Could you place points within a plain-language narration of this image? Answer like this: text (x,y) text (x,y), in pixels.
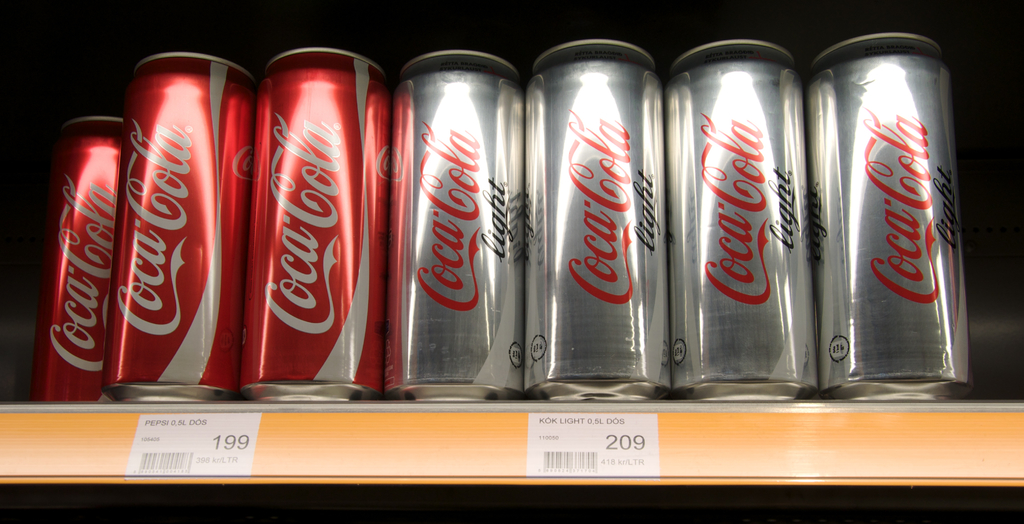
In this image there are some coca cola cans (487,257) are kept on to a steel rack (357,409) as we can see in the middle of this image (512,323). There are some rate stickers (197,453) are attached in the bottom of this image (620,443).
